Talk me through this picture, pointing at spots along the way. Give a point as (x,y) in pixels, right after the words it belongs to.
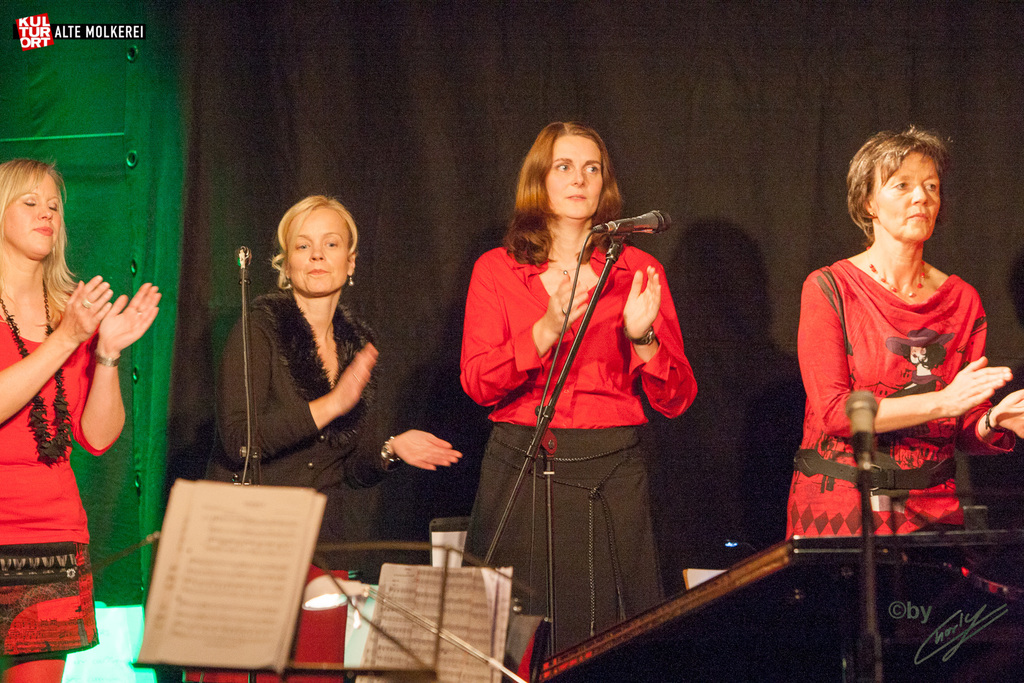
There are mics (866,603), table (794,629) and papers (383,583) presented at the bottom of this image (239,588). There are four women (637,612) standing in the middle of this image (513,251) and there is a curtain (703,173) in the background (712,202). We can see a watermark (51,34) in the top left corner of this image (104,36).
